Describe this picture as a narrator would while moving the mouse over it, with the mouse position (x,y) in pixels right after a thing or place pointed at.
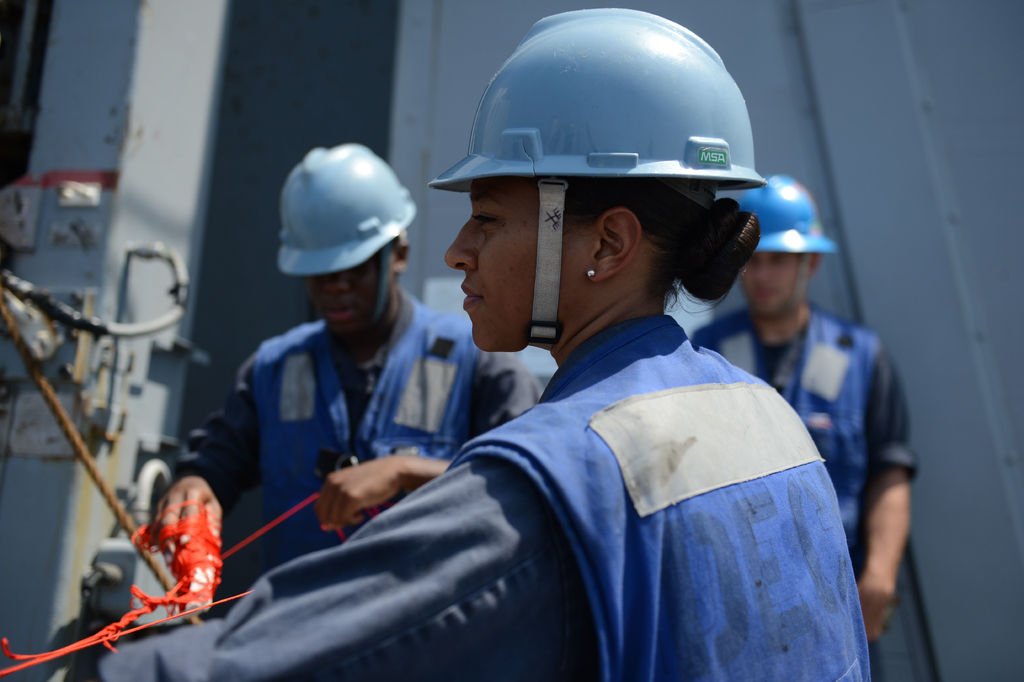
In this image we can see a woman (449,552) wearing a helmet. On the backside (505,364) we can see two men (416,348) wearing the helmets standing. In that a man (292,525) is holding the thread (208,543). We can also see the metal surface (193,223).
